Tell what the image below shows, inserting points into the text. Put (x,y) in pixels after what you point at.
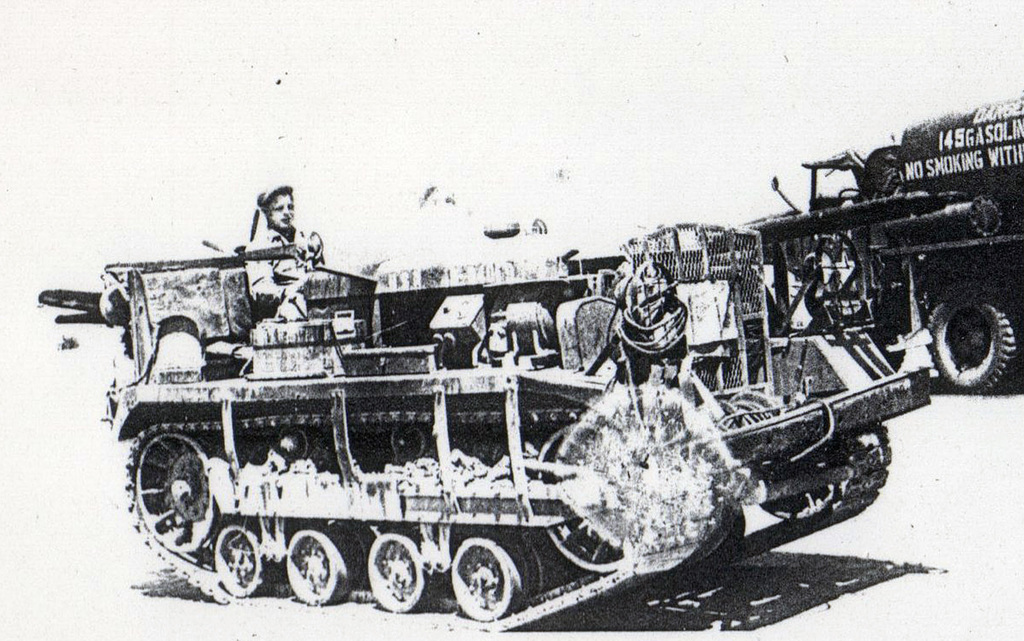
This image is black and white. In this image we can see there is a war tanker (438,422). On the war tanker (313,339) there is a person (291,261).
